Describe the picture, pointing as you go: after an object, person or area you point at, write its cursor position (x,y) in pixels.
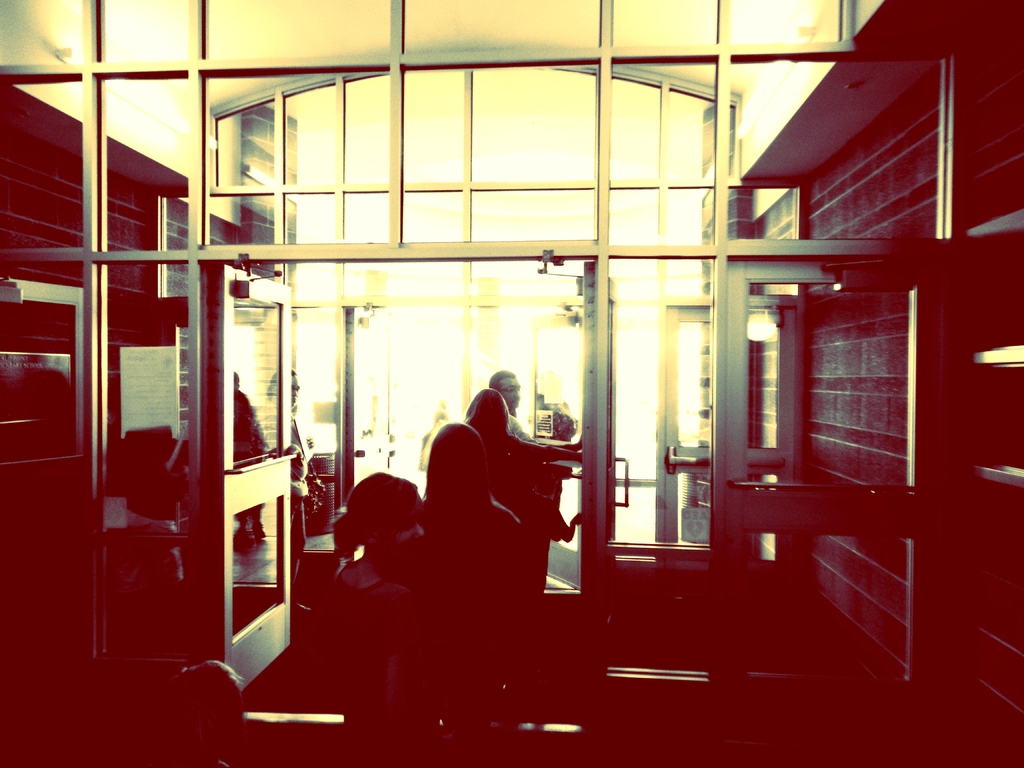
In the picture we can see an interior of a building (892,753) with walls (1008,730) and a glass door (235,632) which is opened and some people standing over there.
